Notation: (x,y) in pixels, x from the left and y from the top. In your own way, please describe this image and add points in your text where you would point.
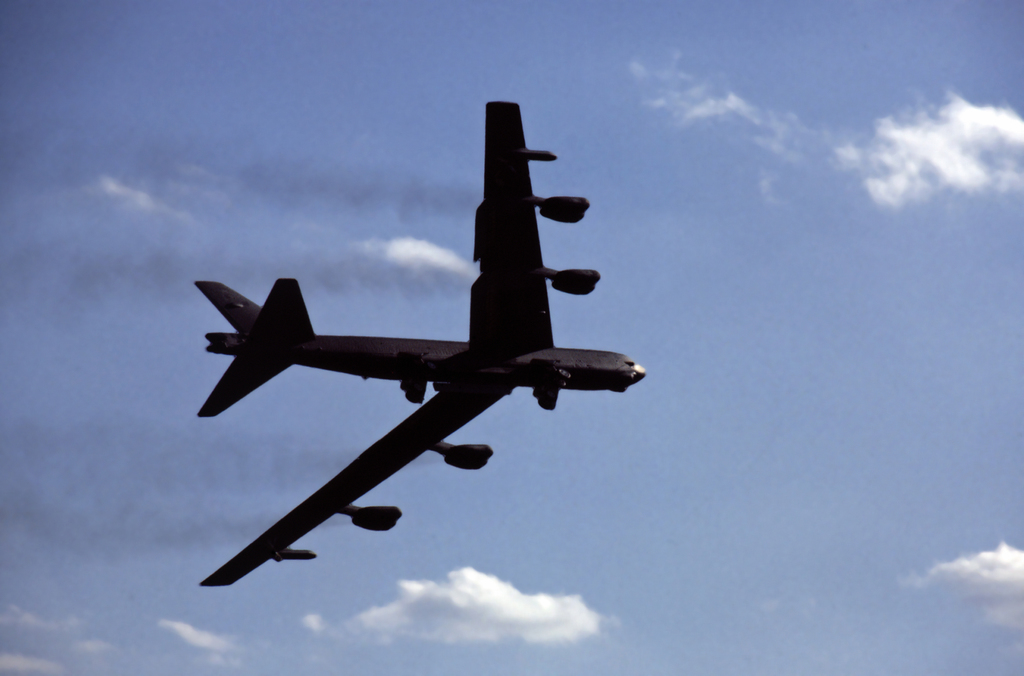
In this picture one aircraft (330,362) is present which is in black colour is flying in the sky (658,433).
